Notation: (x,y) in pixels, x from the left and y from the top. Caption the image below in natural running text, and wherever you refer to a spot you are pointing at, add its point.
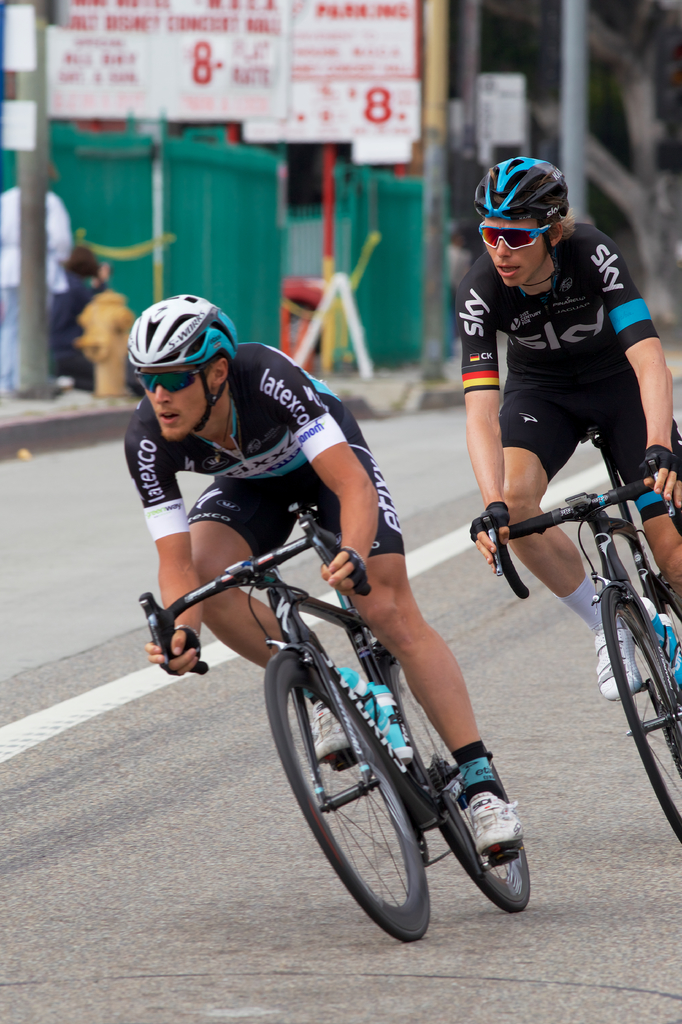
In this picture we can see two people (445,697) riding bicycles (399,704) on the road (508,693) and in the background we can see few people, boards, poles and some objects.
